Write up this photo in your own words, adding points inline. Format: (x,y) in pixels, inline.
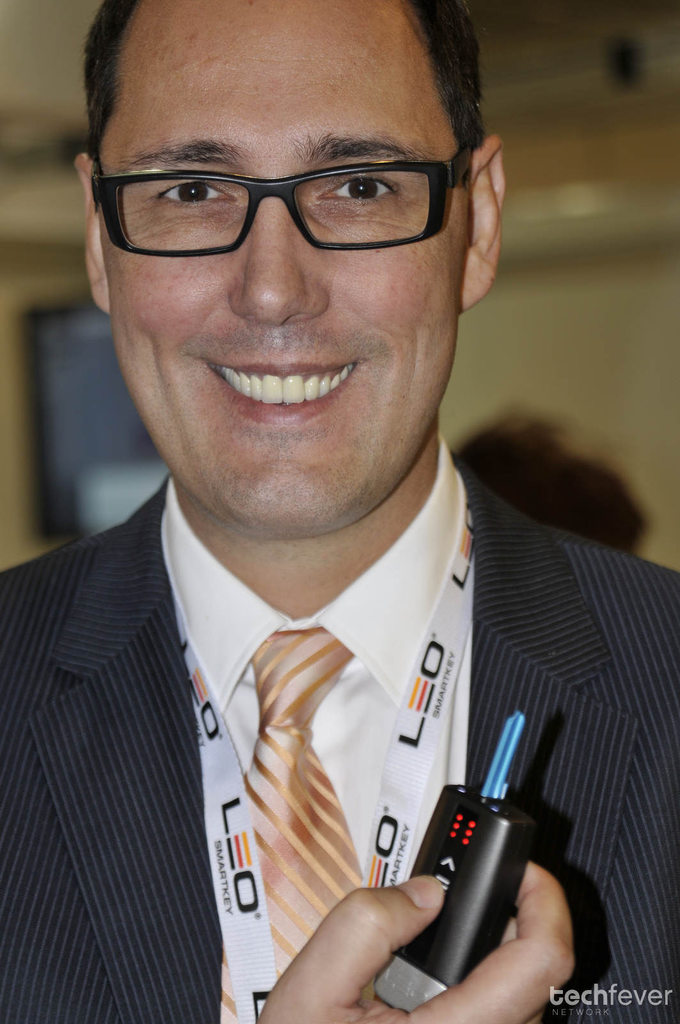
In this image I can see the person (350,608) wearing the black, white color dress (357,737) and the brown color tie (295,768). The person (267,301) is wearing the specs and holding the black color object (492,834). And there is a blurred background (542,414).
